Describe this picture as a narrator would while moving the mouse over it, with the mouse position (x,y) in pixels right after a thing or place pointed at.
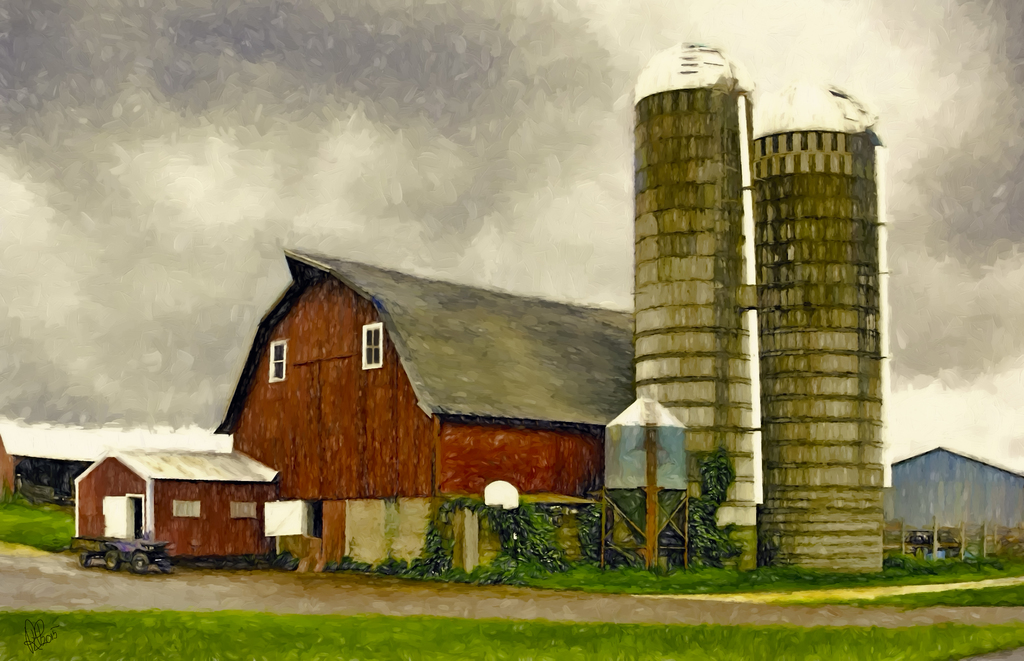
This picture looks like a painting. Here we can see a building (579,402) near to the barrels (840,350). On the bottom (789,646) we can see grass (289,620). Here we can see tractor (131,553) near to the door (123,523). In the right (1013,542) there is a shed (967,507) and wooden fencing (1013,542). On the top (395,97) we can see sky (326,91) and clouds (375,64).
